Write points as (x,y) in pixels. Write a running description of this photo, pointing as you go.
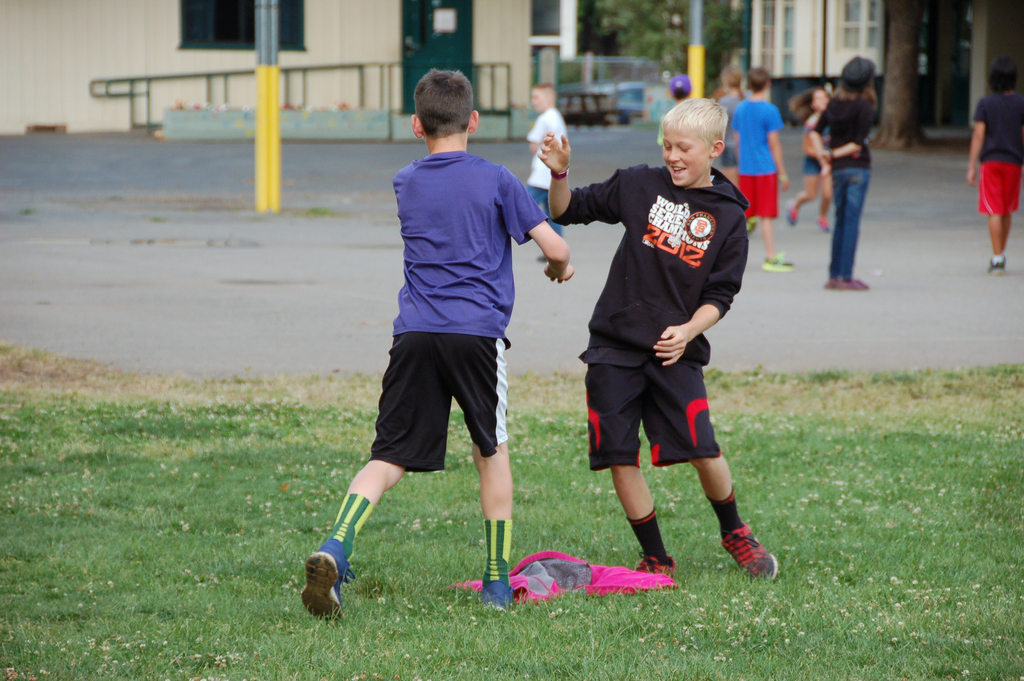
In this image I can see the group of people (626,184) with different color dresses (627,255). I can see two people (641,394) are on the grass (548,614). In the back (686,73) I can see the poles (276,99), trees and the buildings (526,47).
